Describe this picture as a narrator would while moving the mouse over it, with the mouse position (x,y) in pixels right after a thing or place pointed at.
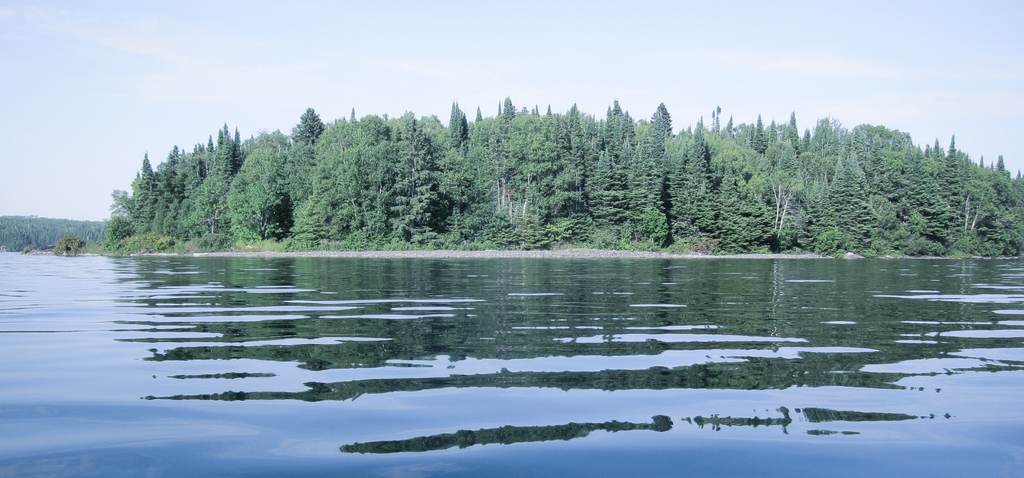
In this image there is a river (498,268), trees (483,214) and the sky (467,69).
